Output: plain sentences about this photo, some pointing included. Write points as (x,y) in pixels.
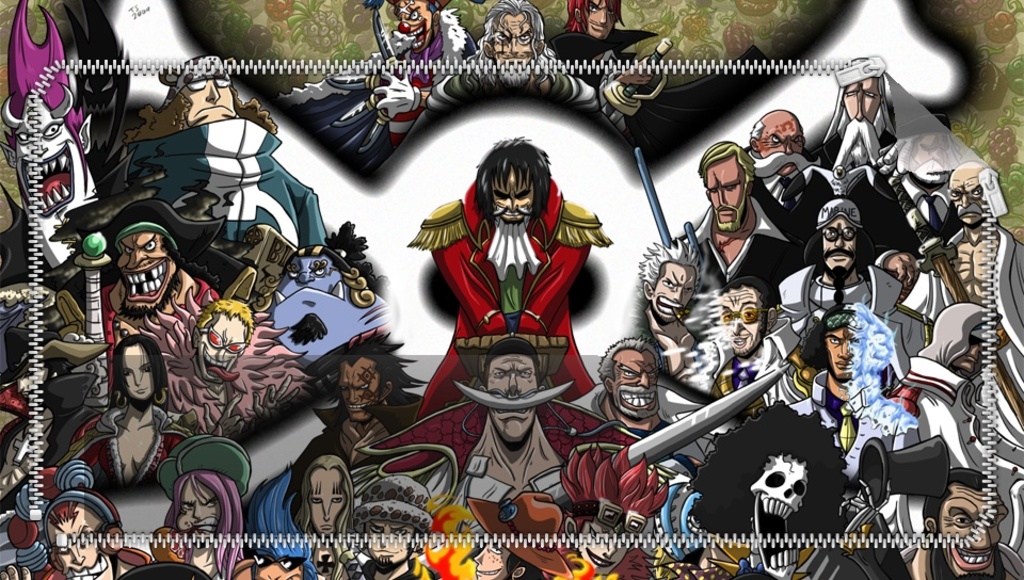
In the center of the image (569,243) there are depictions (404,415) of persons (289,366).
